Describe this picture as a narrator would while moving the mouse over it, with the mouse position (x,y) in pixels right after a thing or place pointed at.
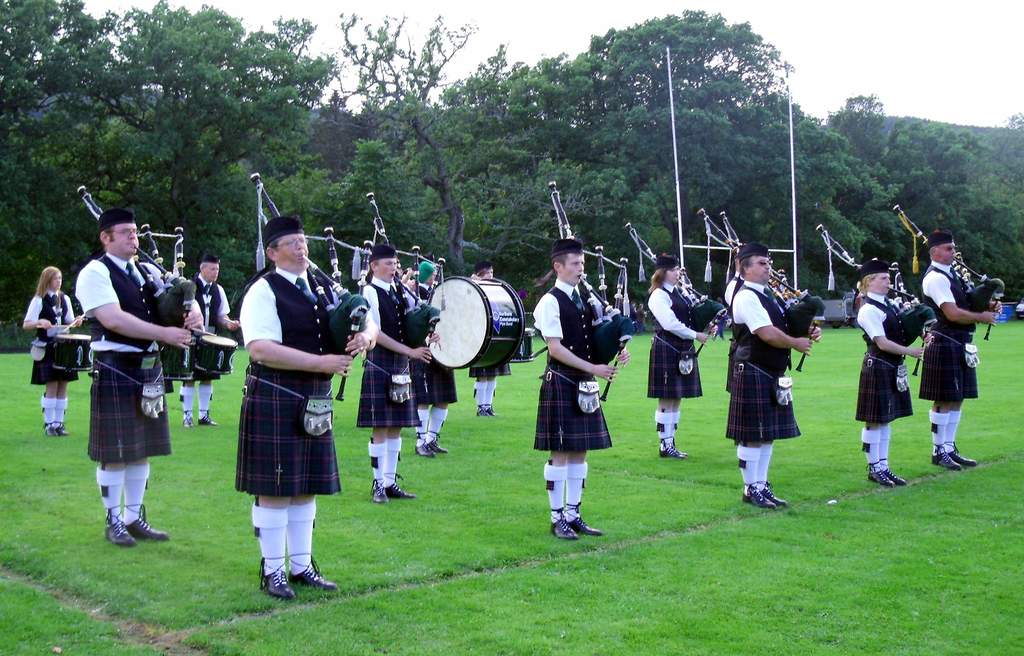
In this image, we can see people (109,383) wearing uniforms (548,302), bags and holding musical instruments (487,287). In the background (688,121), there are trees (838,227), poles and we can see a vehicle (843,300) and a board (1013,309). At the bottom (423,552), there is ground (423,512) and at the top (355,37), there is sky (340,31).
